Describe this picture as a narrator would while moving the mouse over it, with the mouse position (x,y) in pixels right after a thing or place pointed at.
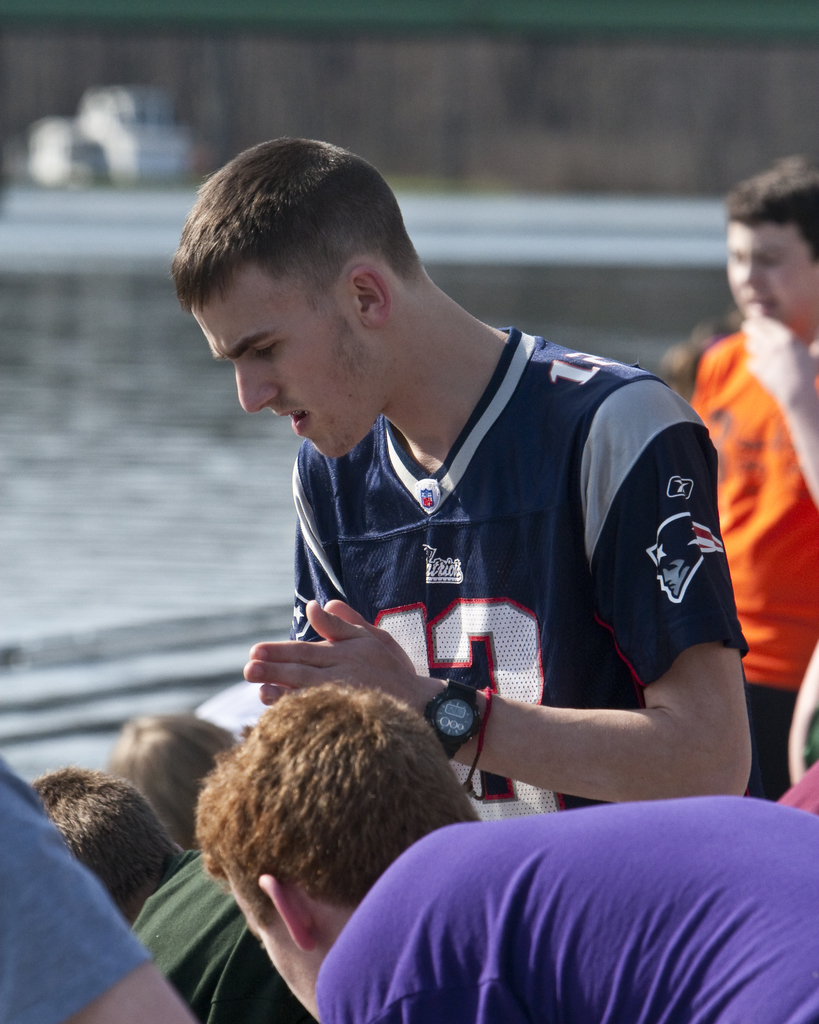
In this picture I can observe a person (418,542) wearing blue color T shirt (467,570). There are some people (300,822) in this picture. In the background (139,469) I can observe a lake (617,299). The background (595,286) is partially blurred.
